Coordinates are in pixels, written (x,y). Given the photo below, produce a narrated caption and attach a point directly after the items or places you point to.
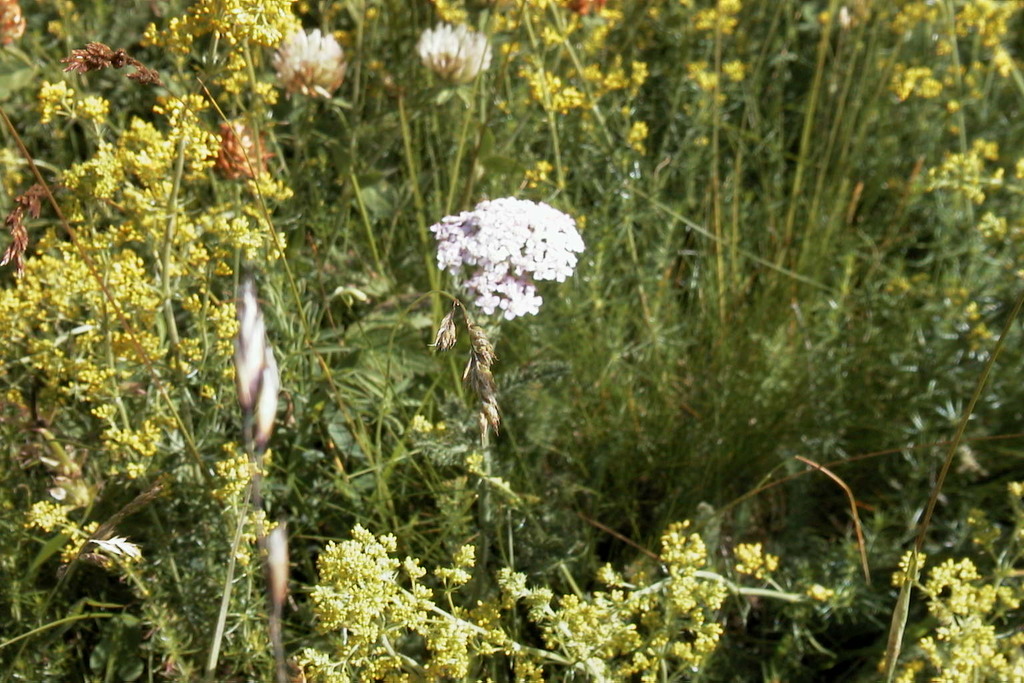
This is a macro photography of a flower bunch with a blurred background (725,155).
